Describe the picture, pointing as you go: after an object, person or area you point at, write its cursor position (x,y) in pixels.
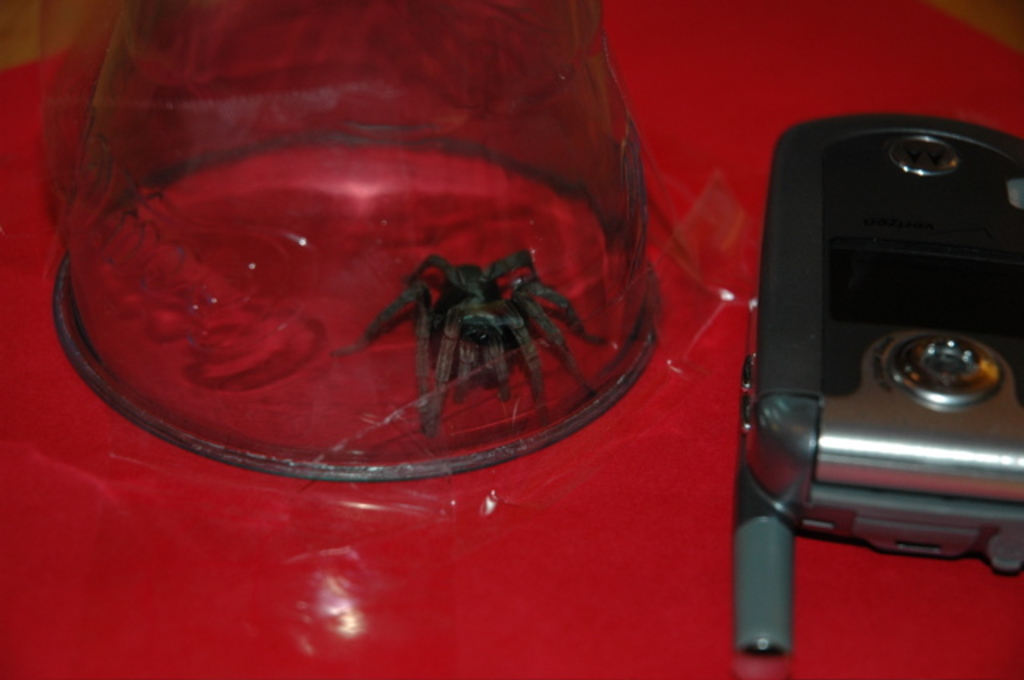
In this picture we can see mobile (933,394), one bowl (567,255) under the bowl (605,258) we can see insect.
